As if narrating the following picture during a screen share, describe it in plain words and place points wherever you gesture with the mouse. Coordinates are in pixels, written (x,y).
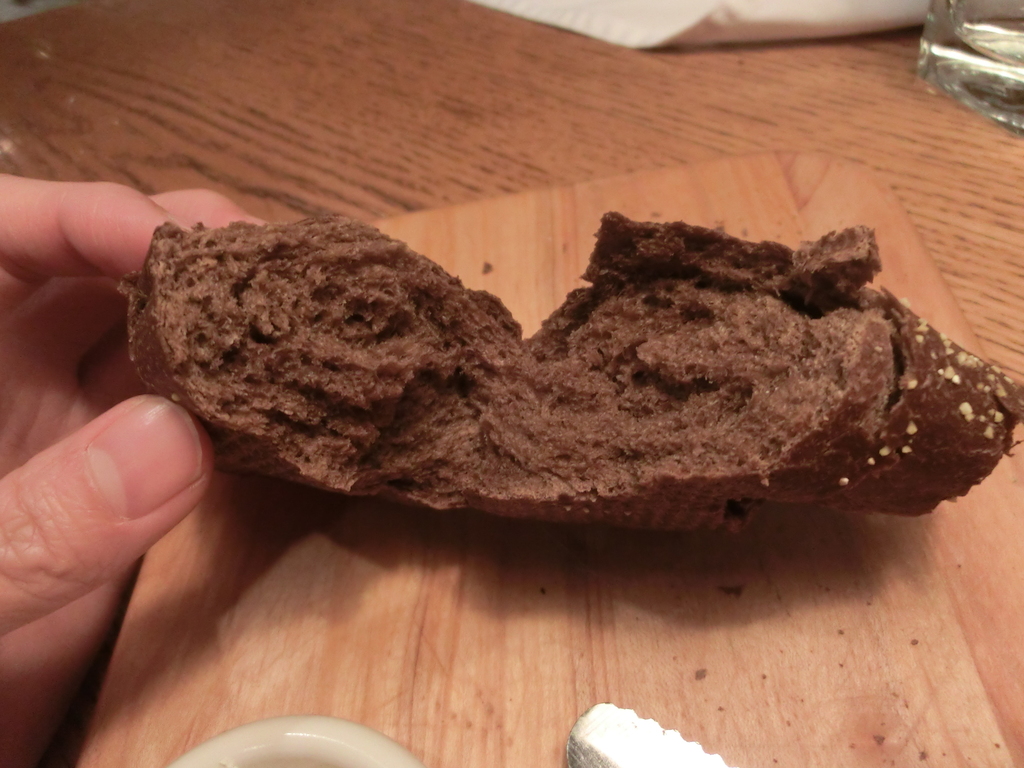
In this image we can see a chopping board (752,232) on the table (761,127) and there is a food item (618,407) which looks like a bread (671,460) and there is a person hand (80,367) holding bread (144,296) and few object (980,31) on the table (703,93).
